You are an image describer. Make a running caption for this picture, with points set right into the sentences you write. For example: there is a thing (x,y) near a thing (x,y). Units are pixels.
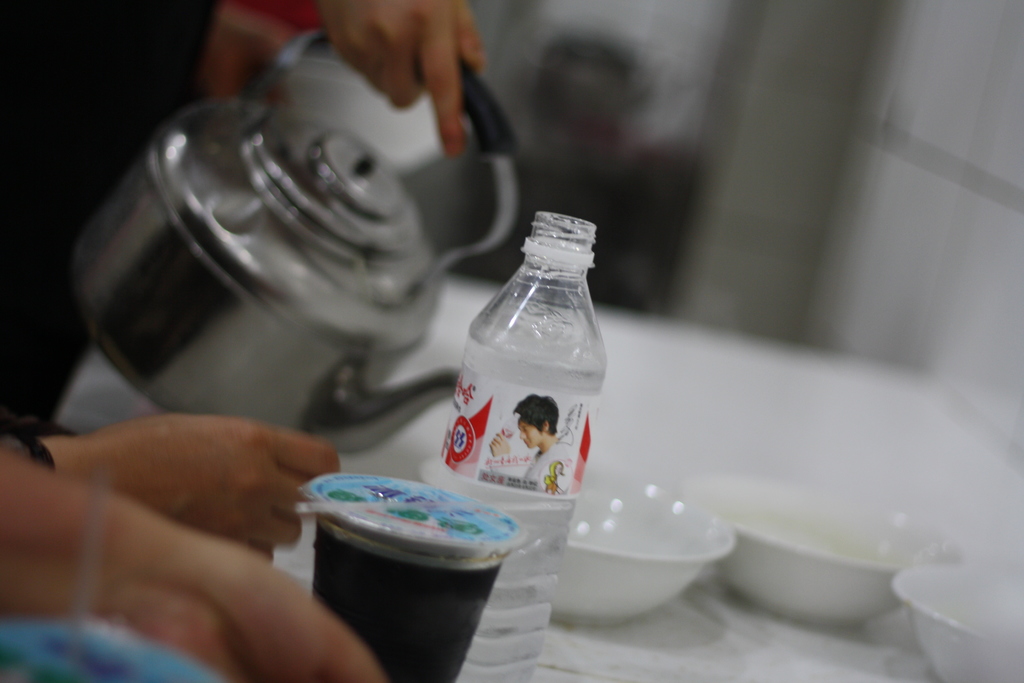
On this table (641,329) we can able to see bowls (797,530), bottle (521,299) and cup (422,531). A person (380,32) is holding a teapot (315,145).
